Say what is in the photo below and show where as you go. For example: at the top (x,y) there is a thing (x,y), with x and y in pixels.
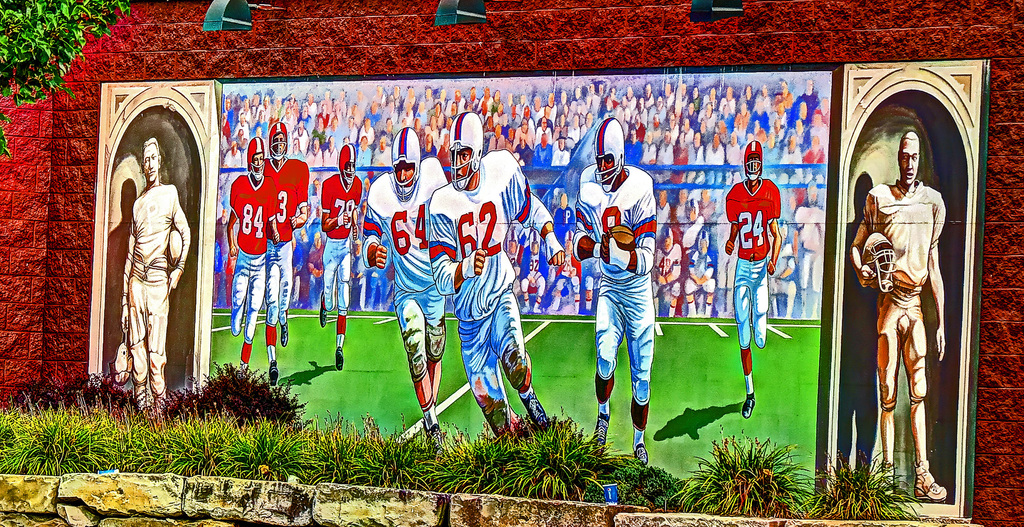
In this picture we see a painting (315,107) of football players (626,299) in front of a red brick wall (582,34) with a grass surface (195,449).
